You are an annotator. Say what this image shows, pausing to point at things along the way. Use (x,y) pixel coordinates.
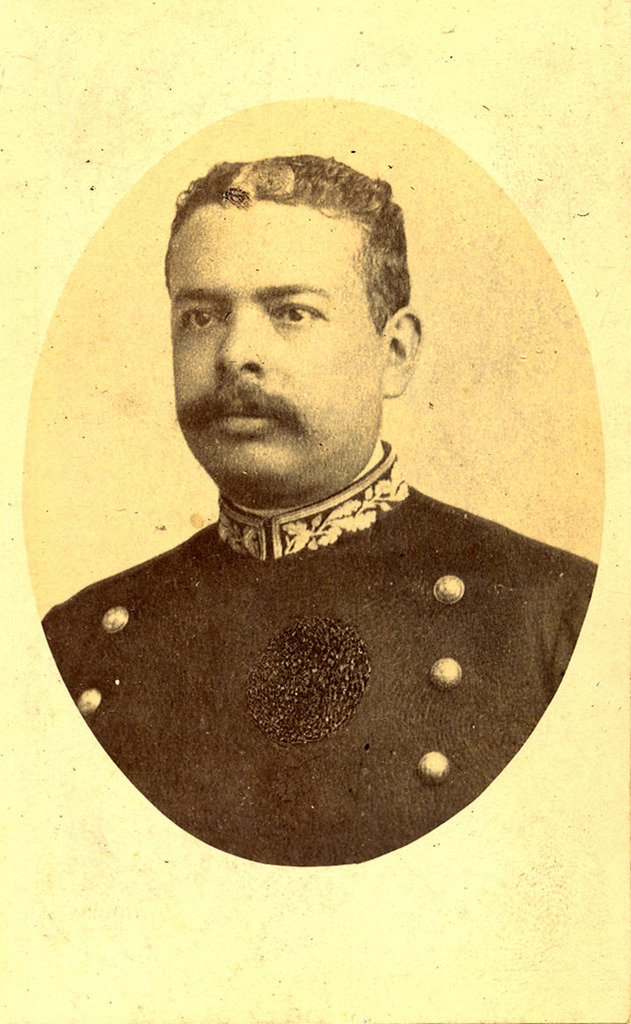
In this image a man (310,369) is there wearing black dress (227,582).
